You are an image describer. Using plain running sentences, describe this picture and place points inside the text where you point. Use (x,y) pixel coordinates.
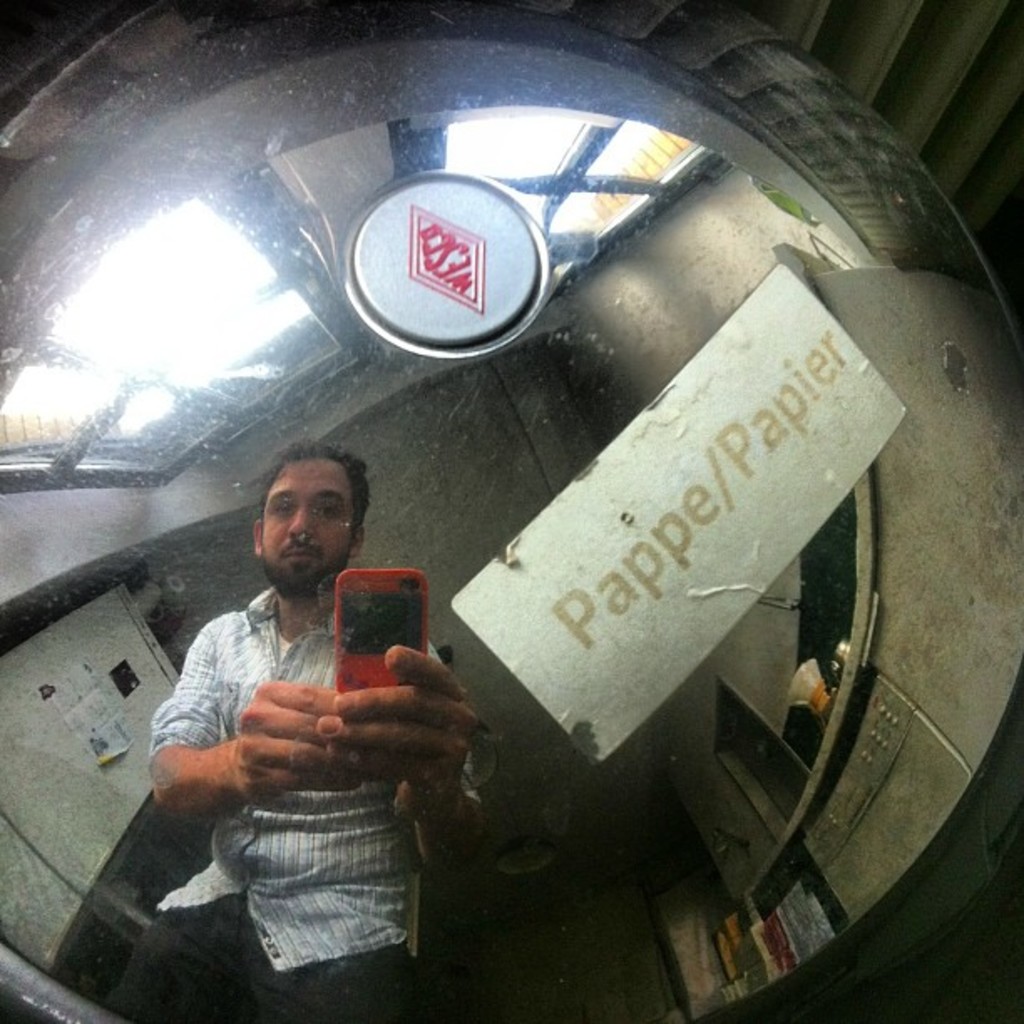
In this image I can see a reflection (266,880) of a person (354,695) holding a red mobile phone (383,669) and there are cabinets (157,672) and windows (592,184).
